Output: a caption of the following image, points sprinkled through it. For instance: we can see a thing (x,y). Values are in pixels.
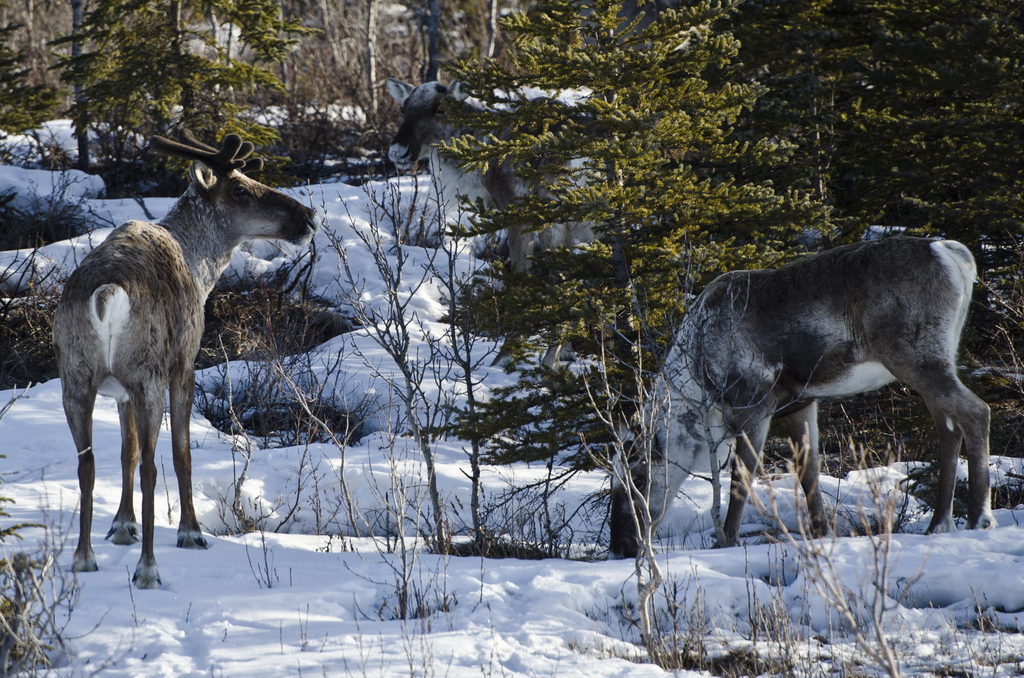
In this image we can see some animals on the ground (393,431). We can also see the snow (374,504), some plants (414,430) and a group of trees (380,80).
